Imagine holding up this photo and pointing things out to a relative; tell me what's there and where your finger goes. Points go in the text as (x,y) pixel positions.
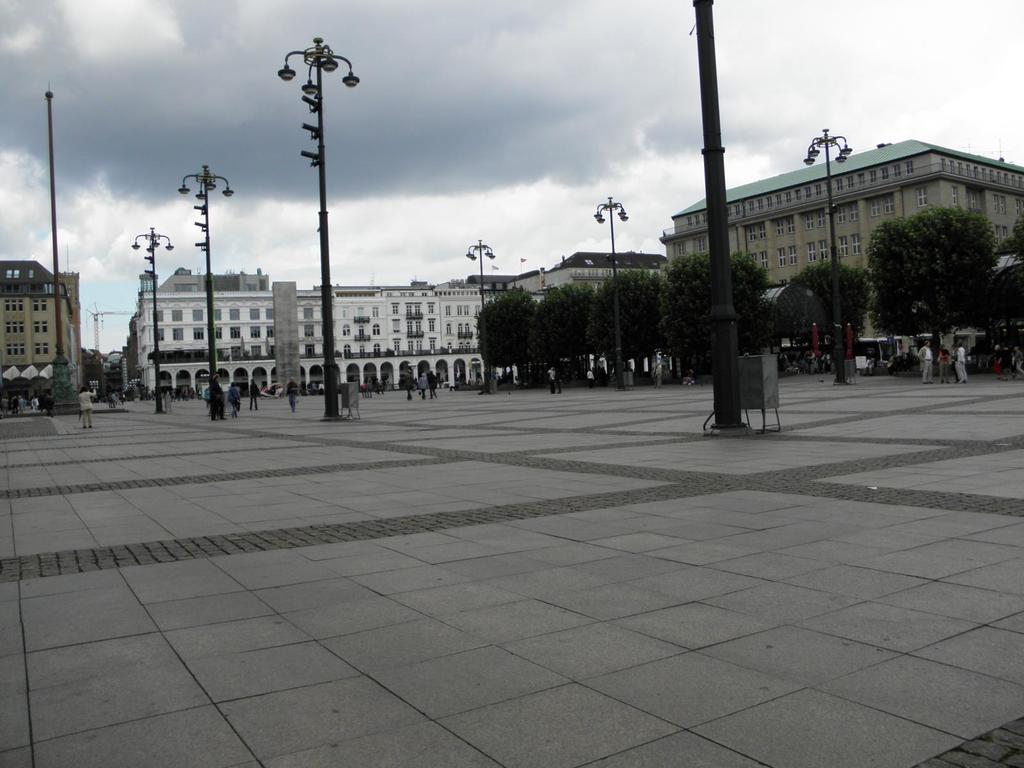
In the middle (473,289) there are very big buildings (596,261) and street lamps (612,261). At the top (443,102) it is a cloudy sky (430,186).
